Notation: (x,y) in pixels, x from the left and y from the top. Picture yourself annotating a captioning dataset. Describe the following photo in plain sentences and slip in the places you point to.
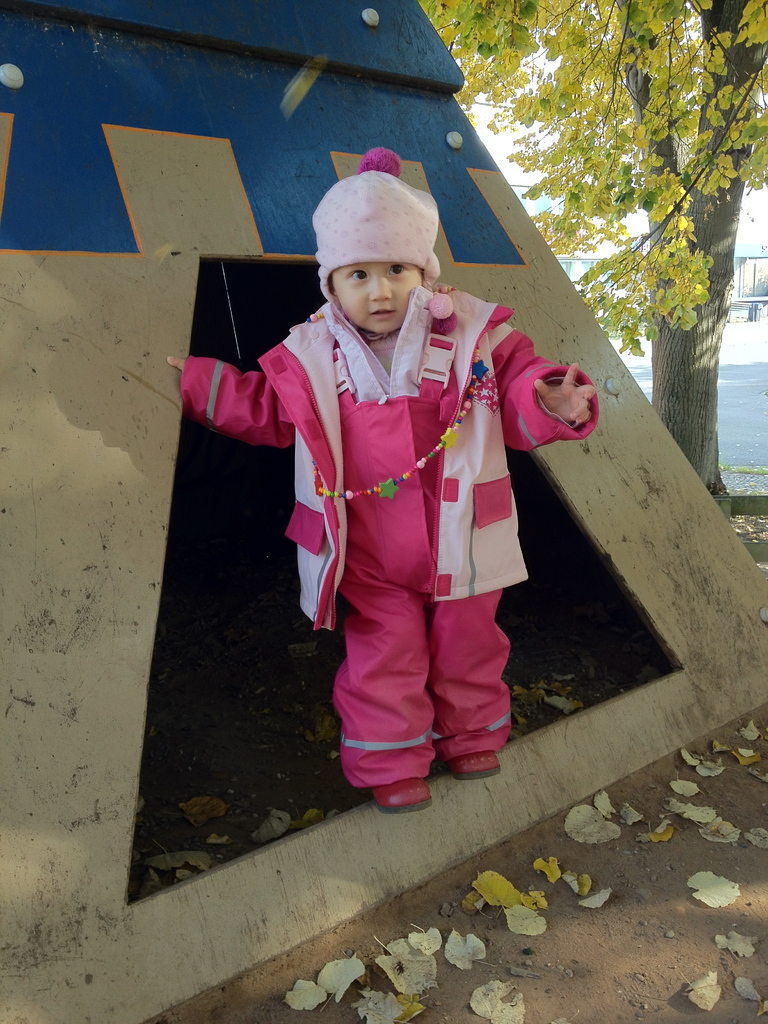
In this picture we can see a child (503,521) wore a cap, shoes (484,774) and standing, dried leaves (749,757) on the ground (235,719), tree (679,409) and in the background (760,357) we can see the road (723,413).
